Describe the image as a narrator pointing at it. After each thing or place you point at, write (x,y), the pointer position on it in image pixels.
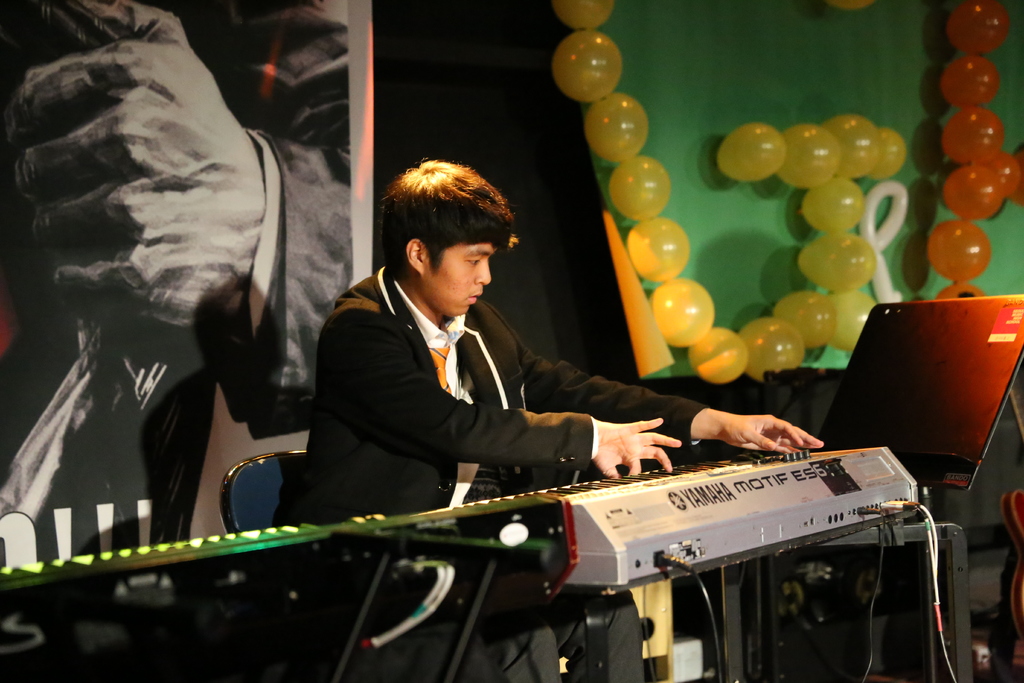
In the image there is a boy (452,354) playing piano (694,524) and on the background wall (201,283) there is painting (346,143) and balloons (653,185) on it.
